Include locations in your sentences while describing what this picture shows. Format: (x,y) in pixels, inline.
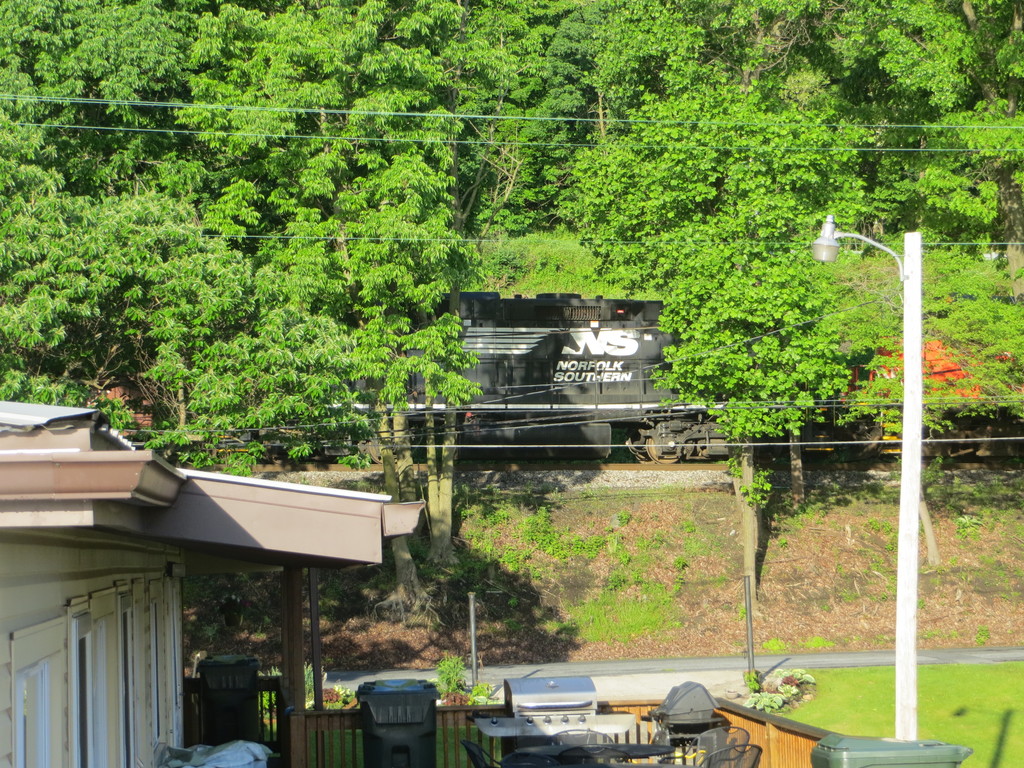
In this picture there is a black color rail engine (570,405) moving on the railway track (498,466). In the left side (195,551) there is a house (143,519). In the right side (901,716) we can observe a white color pole (902,580) and a trash bin (858,752). In the background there are trees (596,238).
